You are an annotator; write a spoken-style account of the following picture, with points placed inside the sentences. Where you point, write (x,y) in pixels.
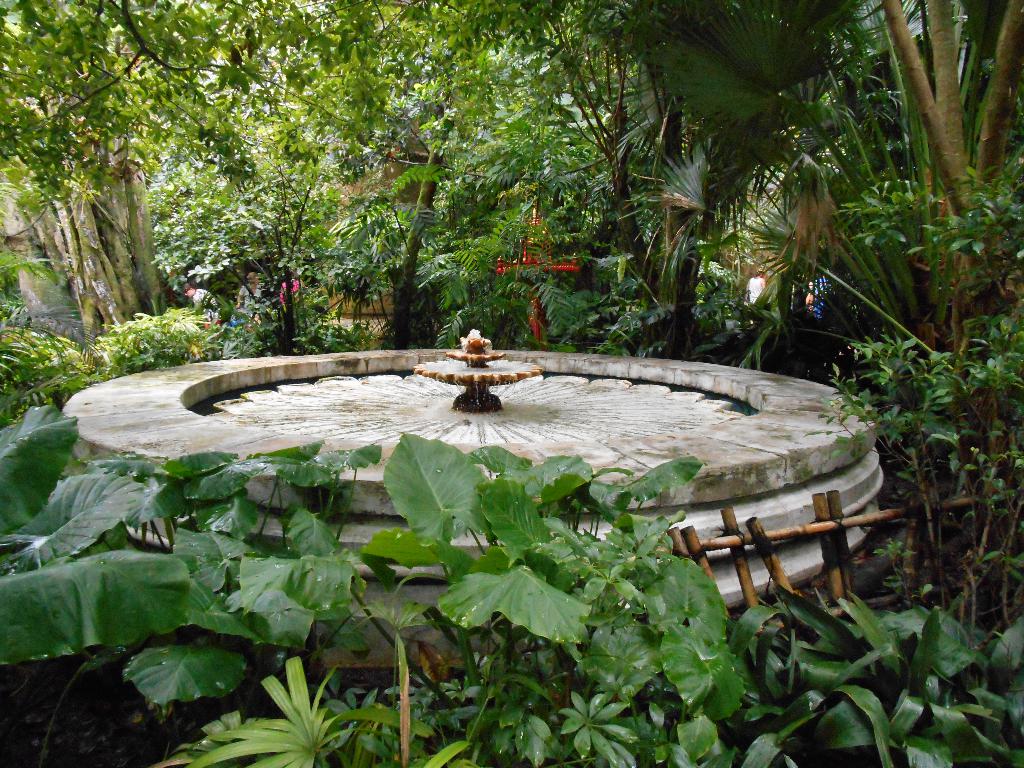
In this image we can see a fountain (513,418) between the trees (378,236) and a wooden fence (835,546) near the fountain (771,515) and in the background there are few people (191,284) and a wall (389,172).
